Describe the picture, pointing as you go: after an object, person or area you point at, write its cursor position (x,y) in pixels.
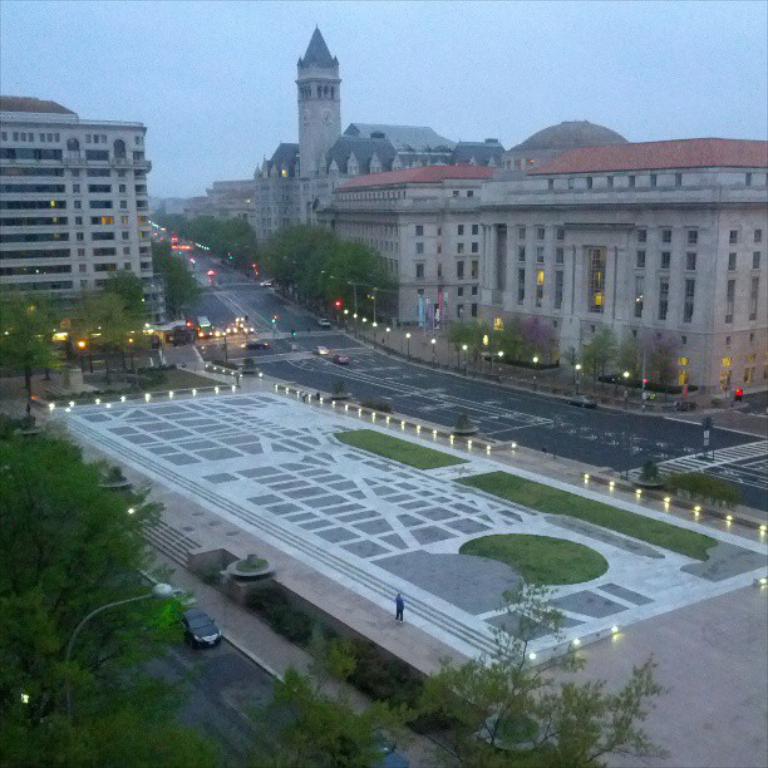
In this image I can see a road (536,398) and I can see buildings (435,181) visible at the top (71,63) I can see the sky (1,75) and I can see trees (113,615) visible on the left side (16,459) and I can see lights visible in the middle (258,374).
